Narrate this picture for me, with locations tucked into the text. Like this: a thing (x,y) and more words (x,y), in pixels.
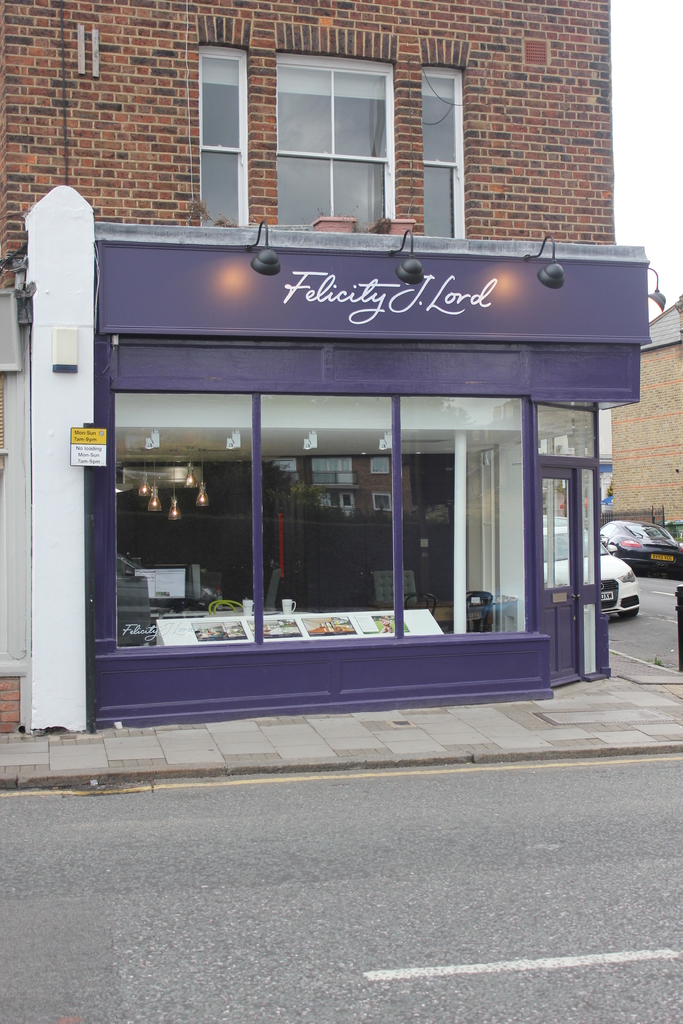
In this image there is a building (340,350) and a stall (355,642), in front of the building (365,643) there is a road (333,895), beside the building (346,595) there are few vehicles (646,530) are on the road (660,589). On the right side of the image (674,470) there is a building (656,482). In the background (650,128) there is a sky (640,78).
